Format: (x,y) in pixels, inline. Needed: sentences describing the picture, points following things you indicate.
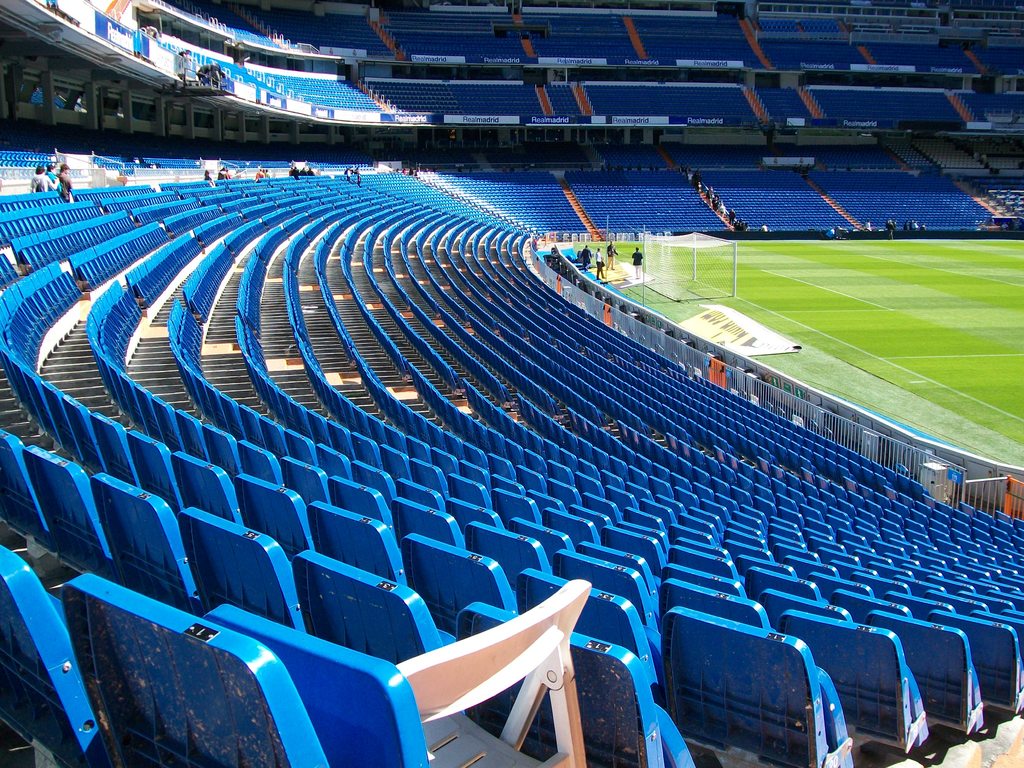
In this image I can see a stadium (718,260), on the stadium (748,250) I can see green color ground (835,287) and there are some persons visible on the ground (862,331) and I can see there are so many blue color chairs (524,581) visible in front of the ground (895,314). on chairs (124,147) I can see persons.
